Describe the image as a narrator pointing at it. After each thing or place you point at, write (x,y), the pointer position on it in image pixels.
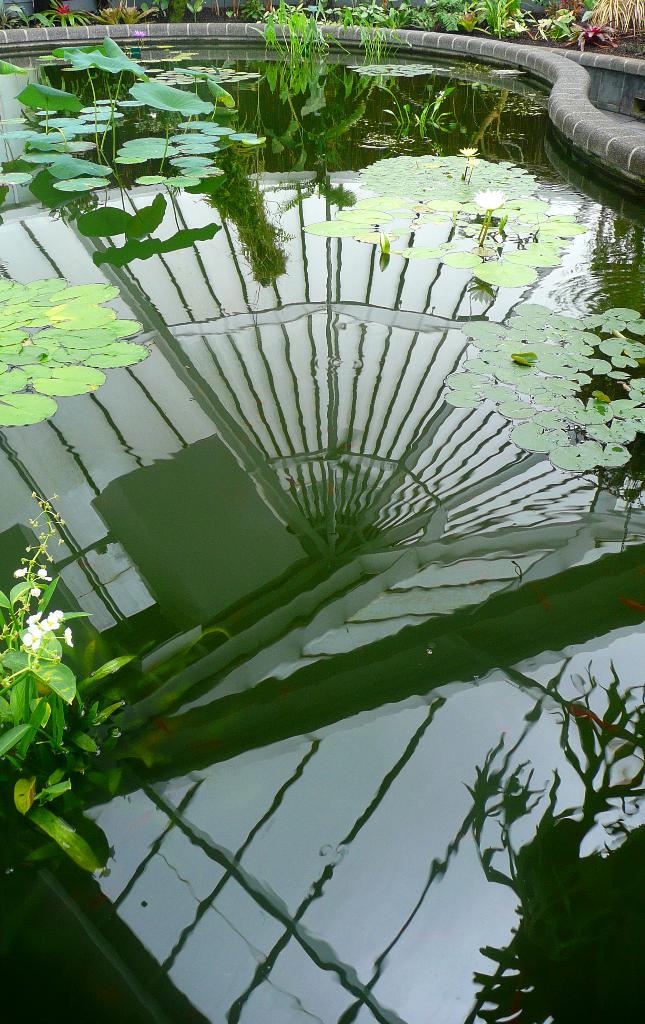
In this picture we can see water (236,262) and few plants (214,150).
